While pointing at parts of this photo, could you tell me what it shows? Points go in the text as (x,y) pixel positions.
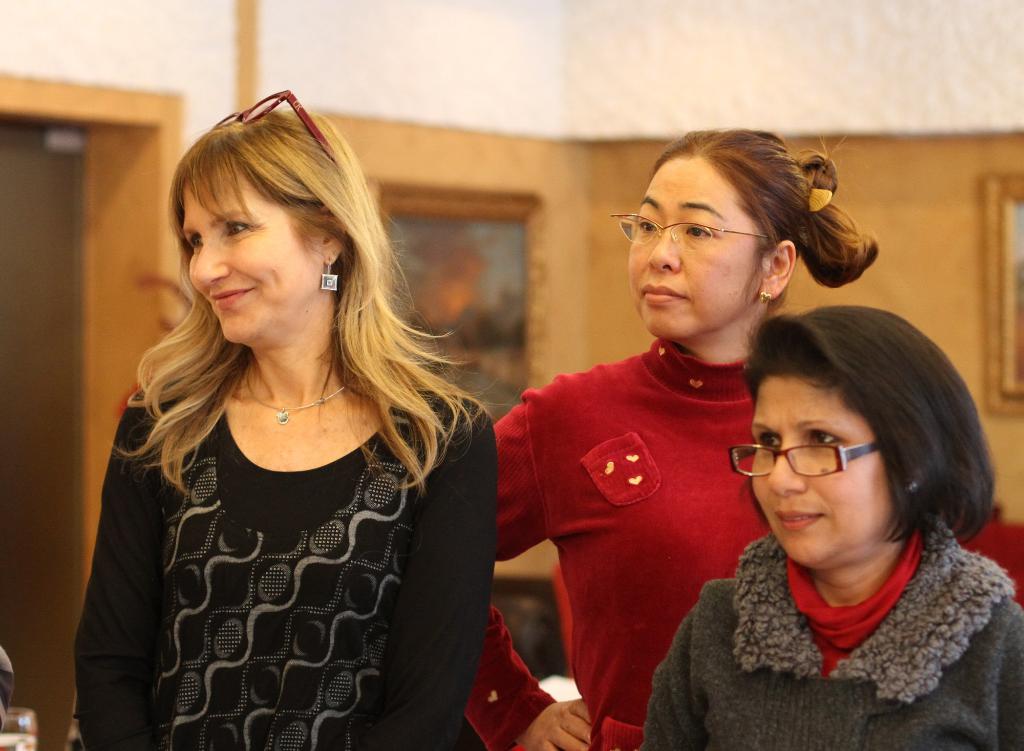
In this picture we can see three women (825,392). We can see a woman (158,548) wearing a black top (205,487) is smiling on the left side (284,625). There is a glass (26,729) visible in the bottom left (19,717). We can see a few frames (490,285) on the wall (360,44). Background (373,40) is blurry.
